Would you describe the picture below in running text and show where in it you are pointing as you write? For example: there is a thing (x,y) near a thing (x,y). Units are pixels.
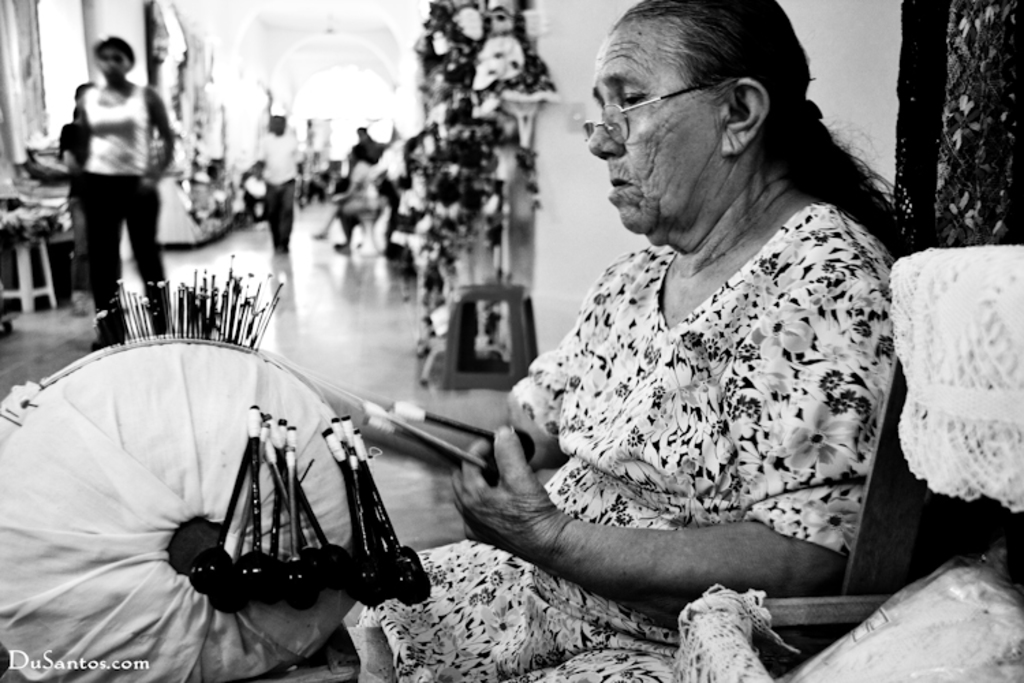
In the foreground (332,469) I can see a woman (564,511) is holding some objects (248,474) in hand (553,540), chair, stool (445,362) and a wall (593,8). In the background (446,259) I can see a group of people (148,219) are walking on the floor (125,258), some objects (415,157), benches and a building (408,2). This image is taken may be during a day.
